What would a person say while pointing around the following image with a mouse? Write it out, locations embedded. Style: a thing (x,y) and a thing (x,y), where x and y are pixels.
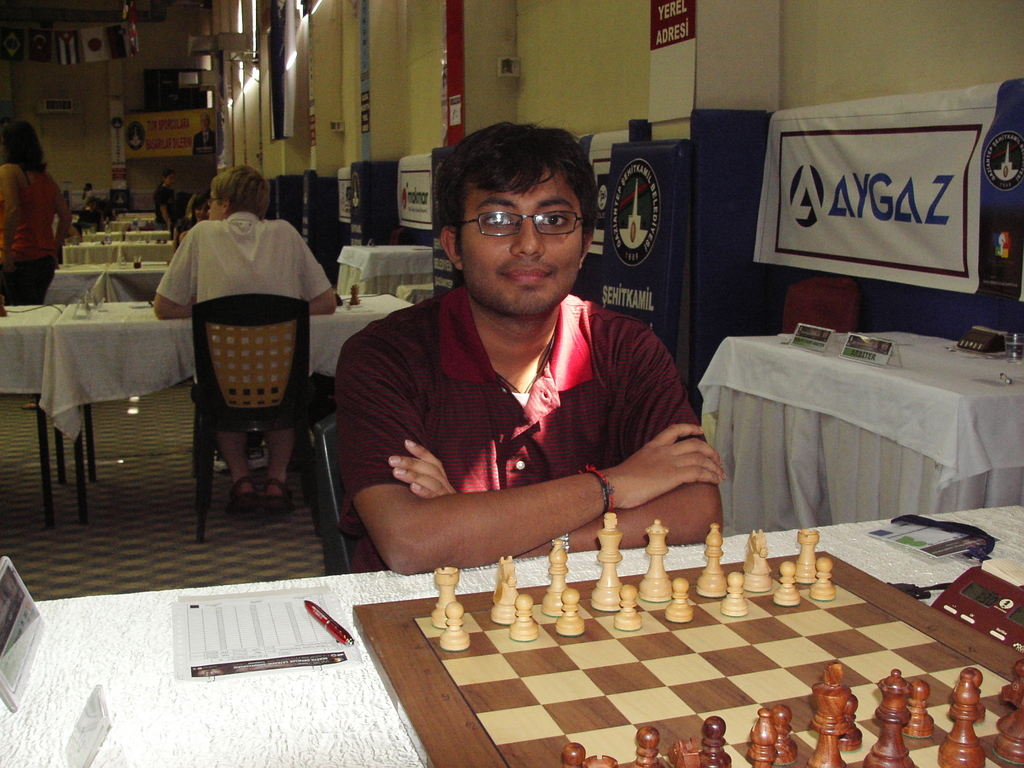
In this picture we can see some people (272,244) where two men (368,330) here are sitting on chair (285,326) and in front of them there is table (220,701) and on table (231,715) we can see paper (258,621), pen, digital clock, chess board (713,674), tag (909,532) and in background (588,134) we can see wall (708,85), banner (840,189), some person (50,219) standing.
